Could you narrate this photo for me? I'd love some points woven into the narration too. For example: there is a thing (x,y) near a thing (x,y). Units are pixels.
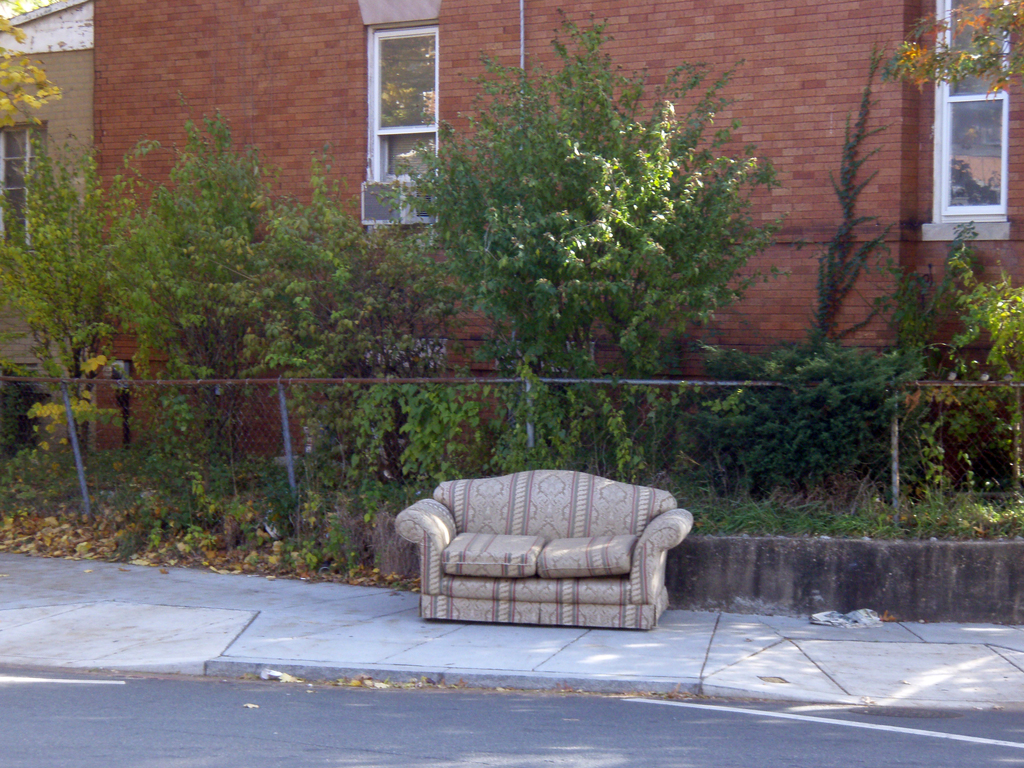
In this picture we can able to see plants (441,280) in-front of this building (183,115). This building walls (278,89) are made with bricks (204,59) and in-front of this plants (368,422) there is a couch (481,546) with pillows (456,546). This building (673,7) is with windows (974,139).
